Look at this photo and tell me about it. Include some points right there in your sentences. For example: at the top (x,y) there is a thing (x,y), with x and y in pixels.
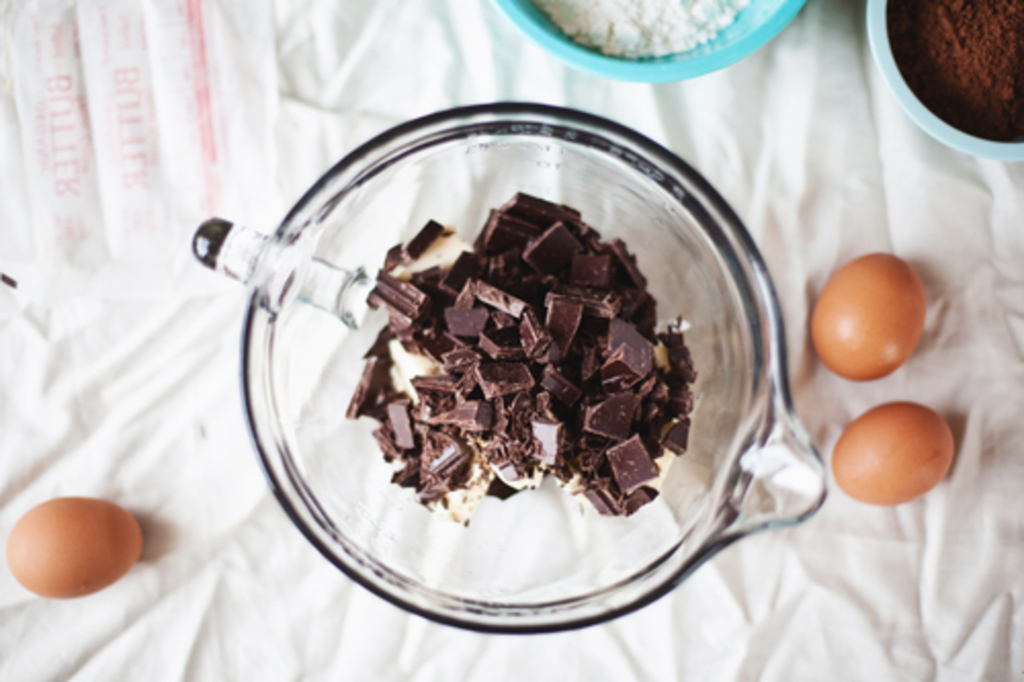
In the center of the image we can see one table (337,579). On the table (292,576), we can see one cloth (169,514), bowls (747,306) and eggs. In the bowls (754,289), we can see chocolates (467,410) and some powders (984,130).
